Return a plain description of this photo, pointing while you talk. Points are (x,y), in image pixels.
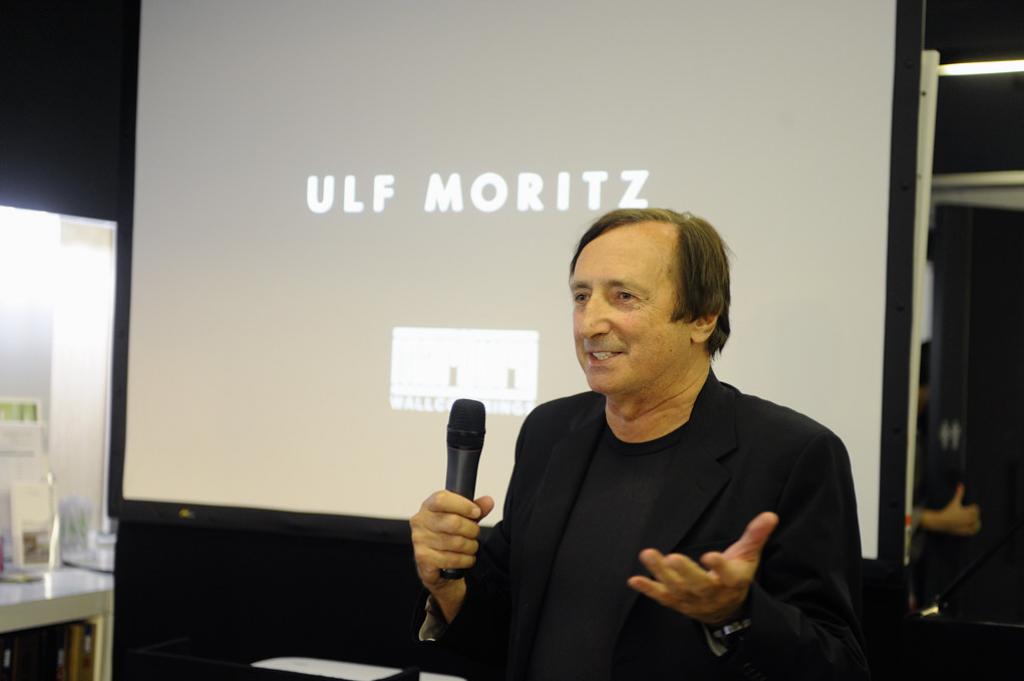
In this image, we can see a person (628,425) wearing clothes (608,534) and holding a mic (452,569) with his hand (437,538). There is a screen (467,77) in the middle of the image (446,350).
